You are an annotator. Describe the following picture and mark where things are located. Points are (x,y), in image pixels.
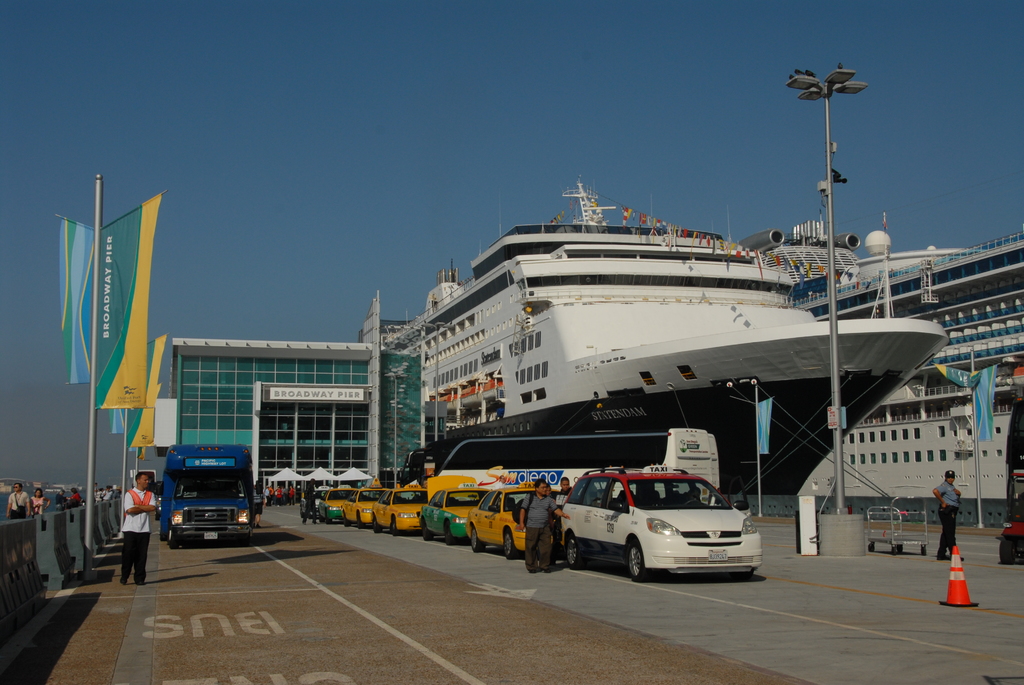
In the foreground of the image (511,530) we can see cars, road (685,593) and some persons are standing. In the middle of the image (411,353) we can see ships (460,366) and building (281,378). On the top of the image (581,106) we can see the sky (296,45).
